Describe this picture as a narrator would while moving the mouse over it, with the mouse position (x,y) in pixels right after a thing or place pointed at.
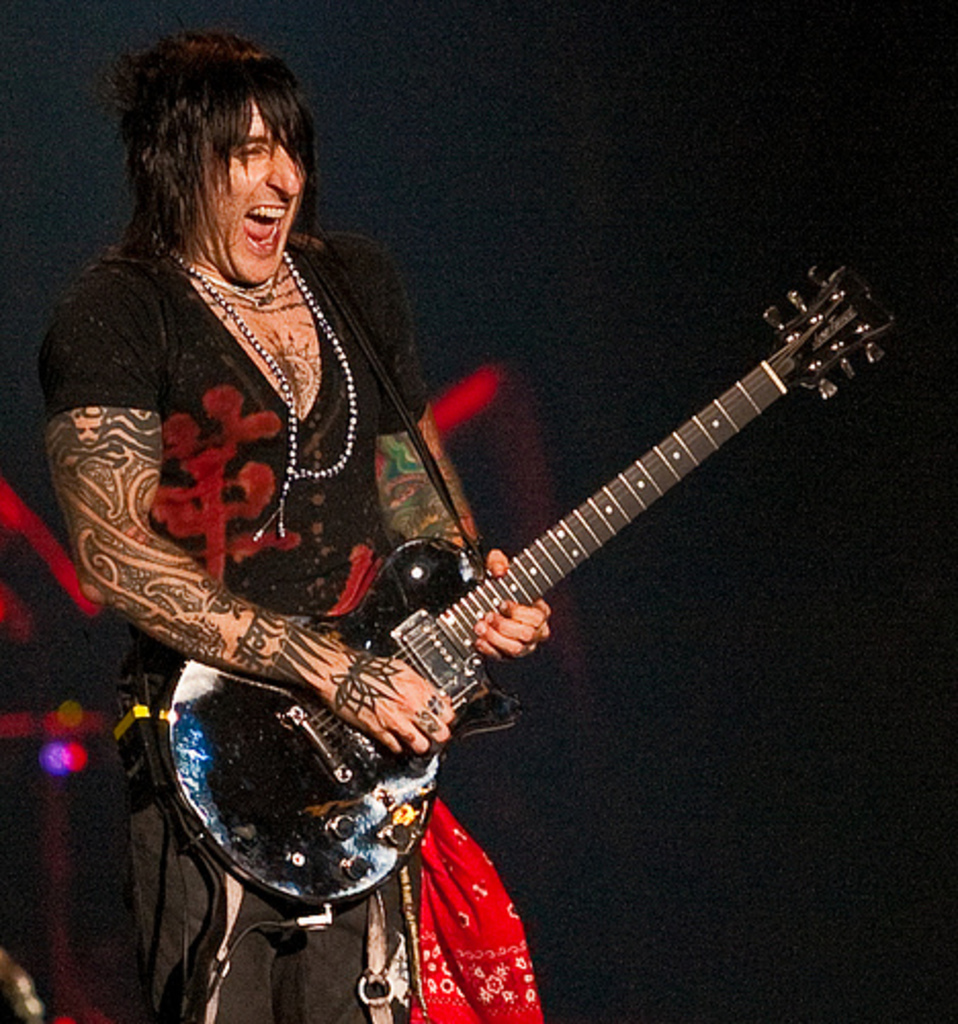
There is a man (238,451) with black color t-shirt (232,473) and black color pant (266,999) with tattoo (163,580) on both left and right hands (228,604) and there is an ornament (287,400) around his neck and he is playing guitar (332,808). He is having funky hair (202,91) and he is singing.
